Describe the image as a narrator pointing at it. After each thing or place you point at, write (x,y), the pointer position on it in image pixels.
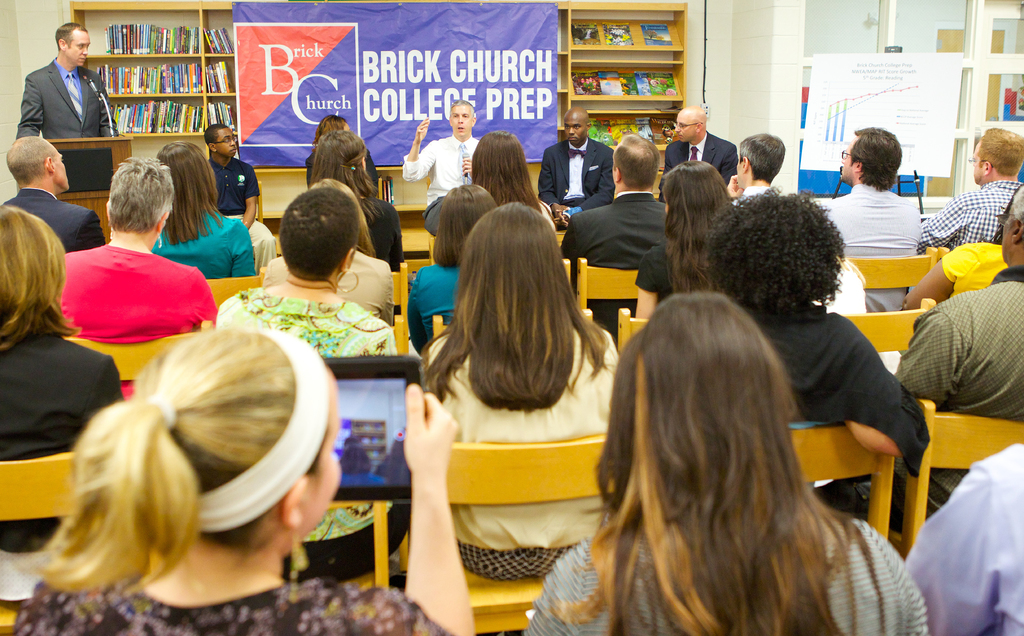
In the picture we can see many people (257,433) are sitting on the chairs (958,433) and in front of them we can see a man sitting and talking and he is in white shirt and tie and beside him we can see two men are sitting and they are in blazers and one man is standing on another side near the desk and in the background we can see a rack (266,218) with full of books (144,108) and banner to it.
